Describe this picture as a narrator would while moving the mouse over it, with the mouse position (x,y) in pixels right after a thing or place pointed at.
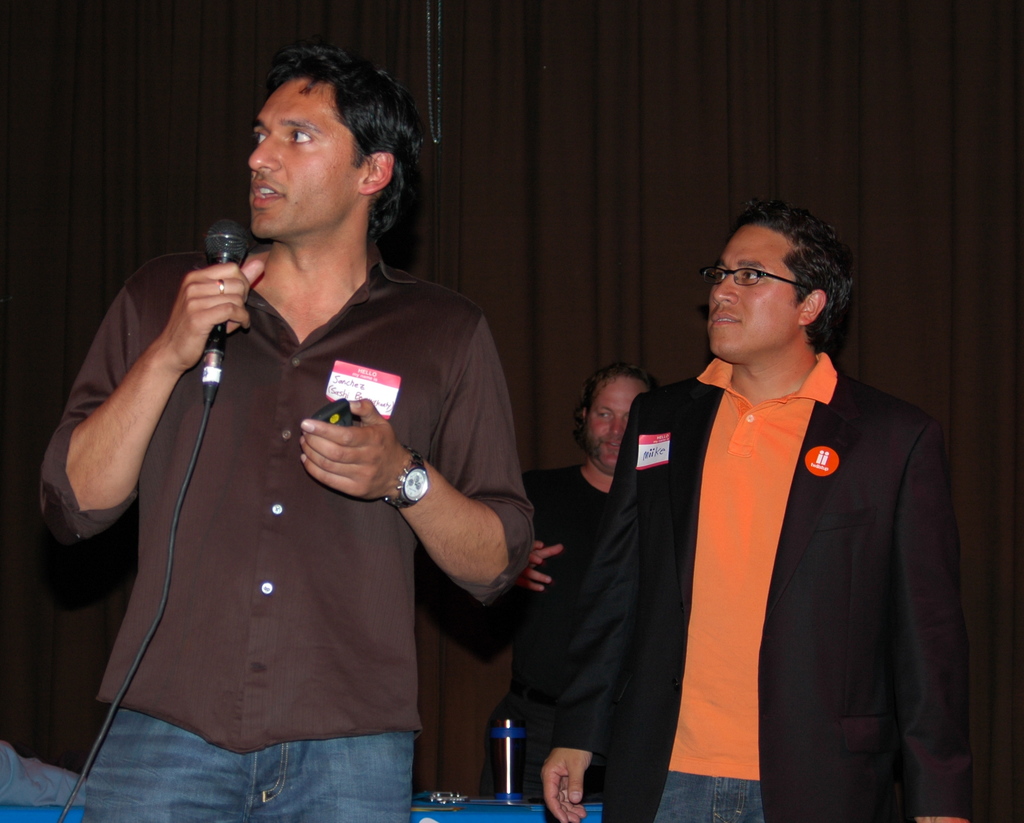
The picture is taken in a closed room (392,276) where three people (246,479) are present, at the left corner of the picture (273,446) one wearing a brown shirt (234,659) and jeans (195,747) he is holding a microphone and mobile (333,410) in his hands (377,478) beside him there is another person (710,638) wearing a orange shirt (711,644), black suit (642,703) and jeans (668,819) and behind him there is another person (563,564) standing in black dress (554,671) and in front of him there is a table (478,802) where one bottle (512,782) present on it and behind them there is a big curtain (697,27).
